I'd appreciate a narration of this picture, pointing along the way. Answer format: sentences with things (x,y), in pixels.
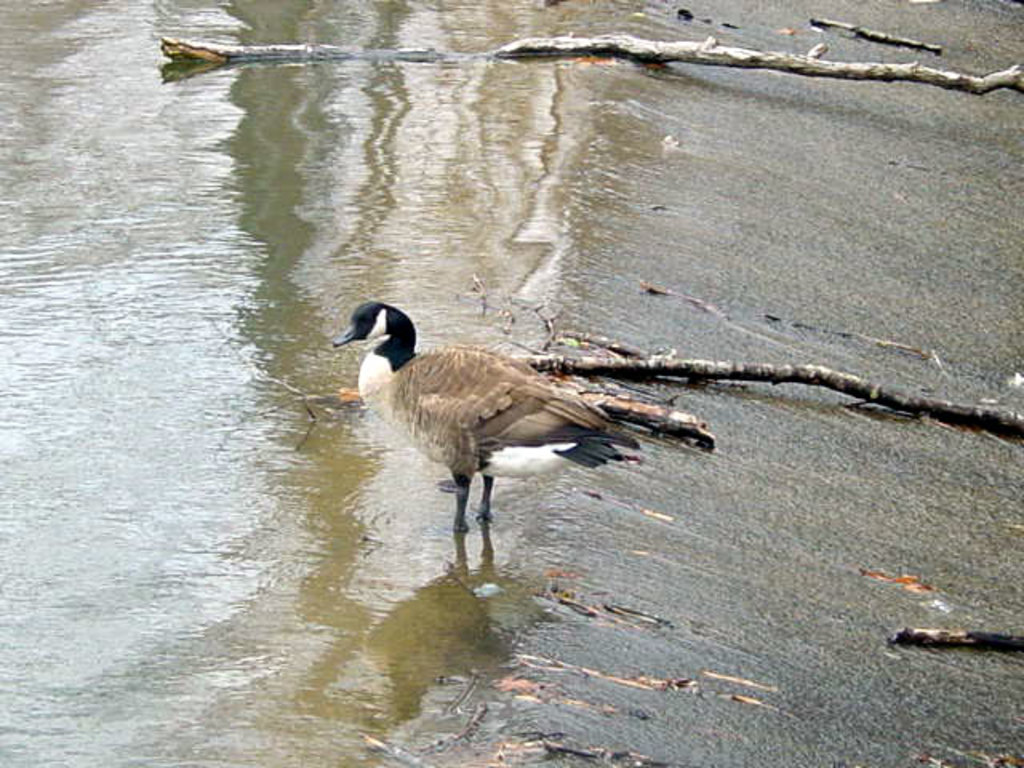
This image consists of water (490,583). In that there is a goose (450,444). There are sticks (592,341) in this image.
